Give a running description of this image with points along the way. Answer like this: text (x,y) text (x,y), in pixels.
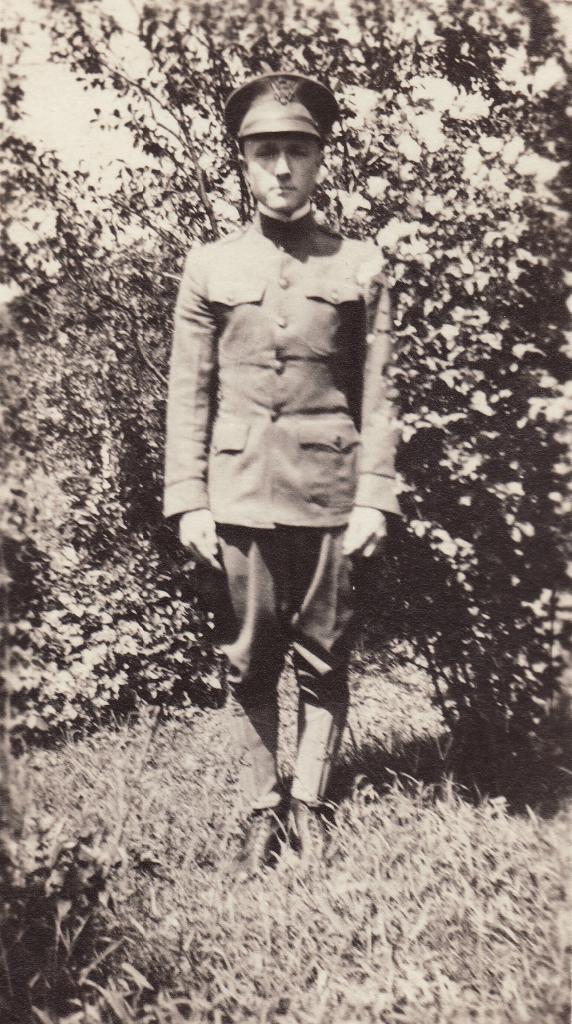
In this picture I can see there is a man (264,435) standing here he is wearing a coat (268,443), hat (284,108) and pant (322,564). He is standing on the grass (290,709) and there are plants (152,521) in the backdrop (155,537).
